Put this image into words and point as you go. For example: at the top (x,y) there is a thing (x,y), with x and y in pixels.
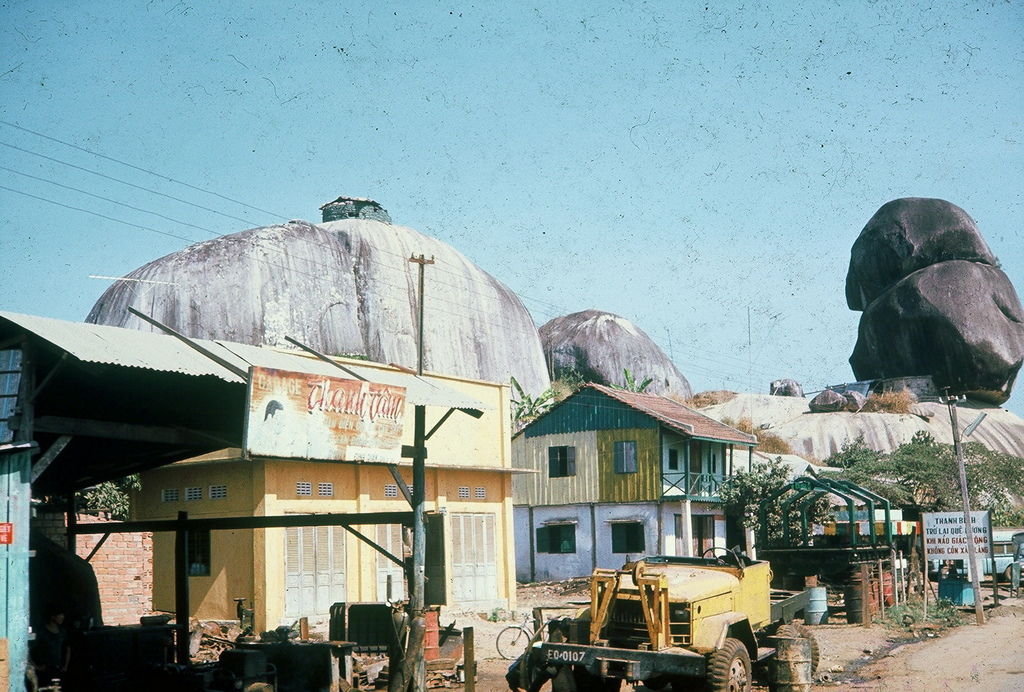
In this image we can see a few homes (608,450). And we can see some vehicles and a bicycle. And we can see the rocks (823,391). And we can see the electrical poles (972,545) and lights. And we can see the sky (435,131). And we can see some boards (946,538) with text (984,524) on it.
